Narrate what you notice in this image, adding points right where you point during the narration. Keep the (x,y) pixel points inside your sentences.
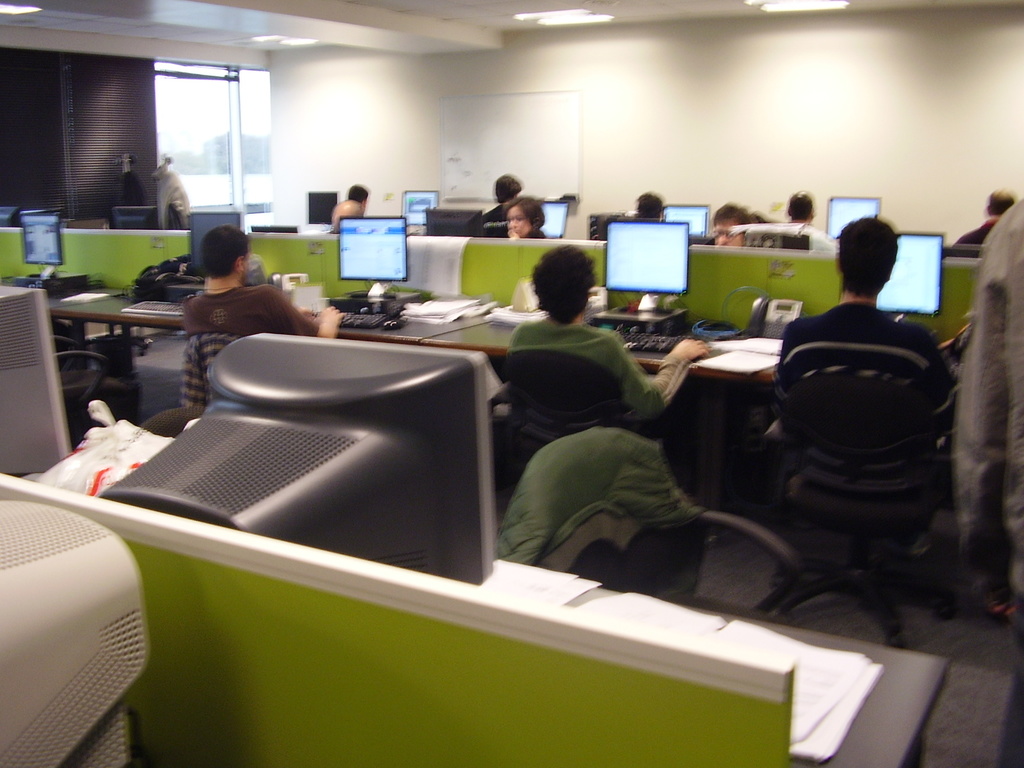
There are group of people (660,372) sitting in chairs (837,377) and operating computer (366,250) which is in front of them on the table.
